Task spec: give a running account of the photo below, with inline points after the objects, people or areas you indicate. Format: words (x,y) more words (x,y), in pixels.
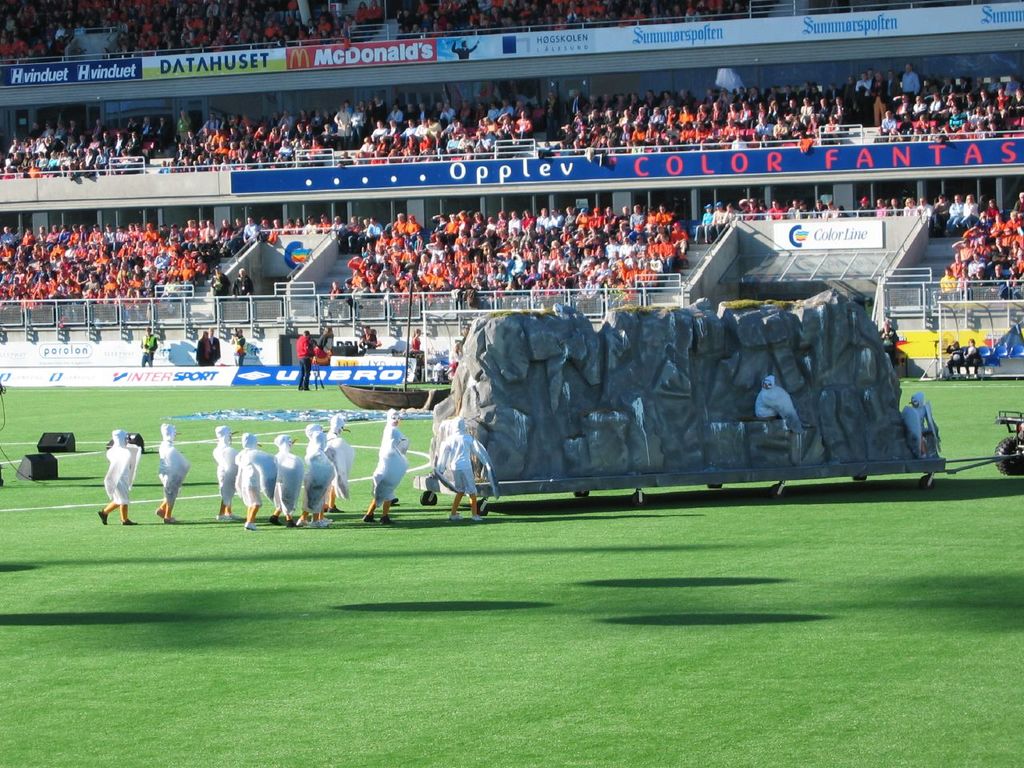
This picture might be taken in a stadium (574,502), in this picture at the bottom (656,593) there is ground (376,554) and in the center (460,454) there are some people (387,460) who are walking and they are wearing some costumes (479,460) and there is one vehicle (720,373). In the background (287,133) there are some people (702,138) who are standing and also there are some stairs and some other people (239,346) who are standing and also there are some cameras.
